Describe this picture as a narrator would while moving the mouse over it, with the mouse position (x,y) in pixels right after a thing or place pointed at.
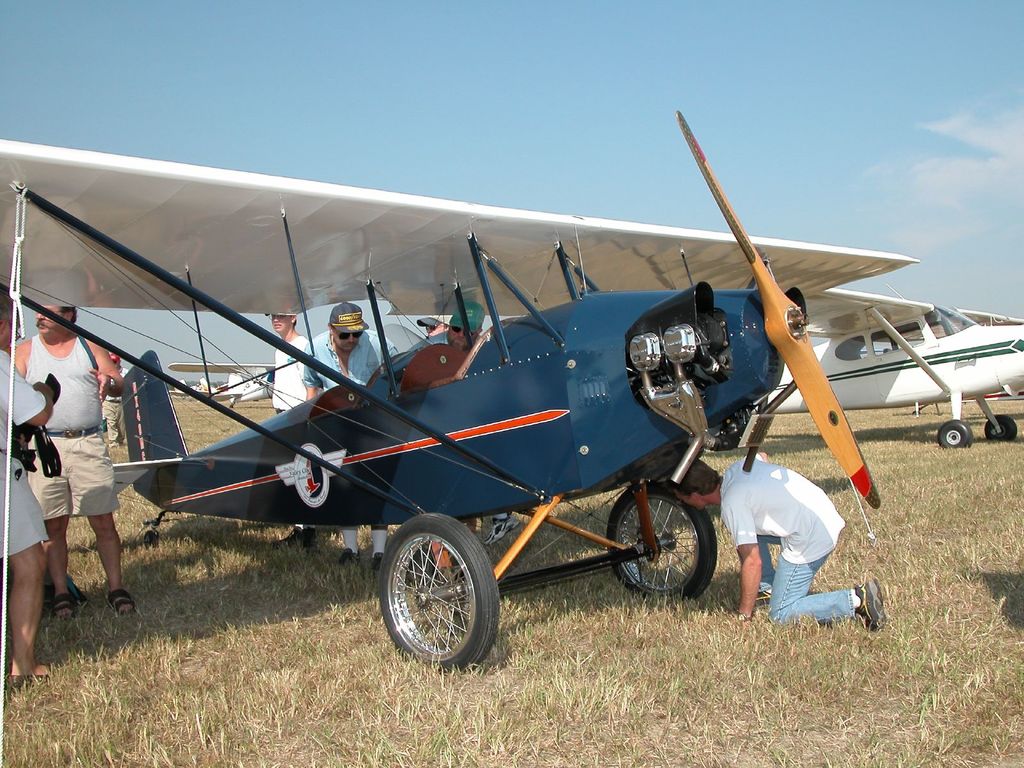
This picture is clicked outside the city. On the right (786,511) there is a person (772,520) seems to be squatting on the ground (760,612). In the center (345,315) we can see the group of persons (281,386) and there are some aircrafts (470,396) parked on the ground (945,522). The ground (952,527) is covered with the grass (172,692). In the background (782,71) there is a sky (290,87).
